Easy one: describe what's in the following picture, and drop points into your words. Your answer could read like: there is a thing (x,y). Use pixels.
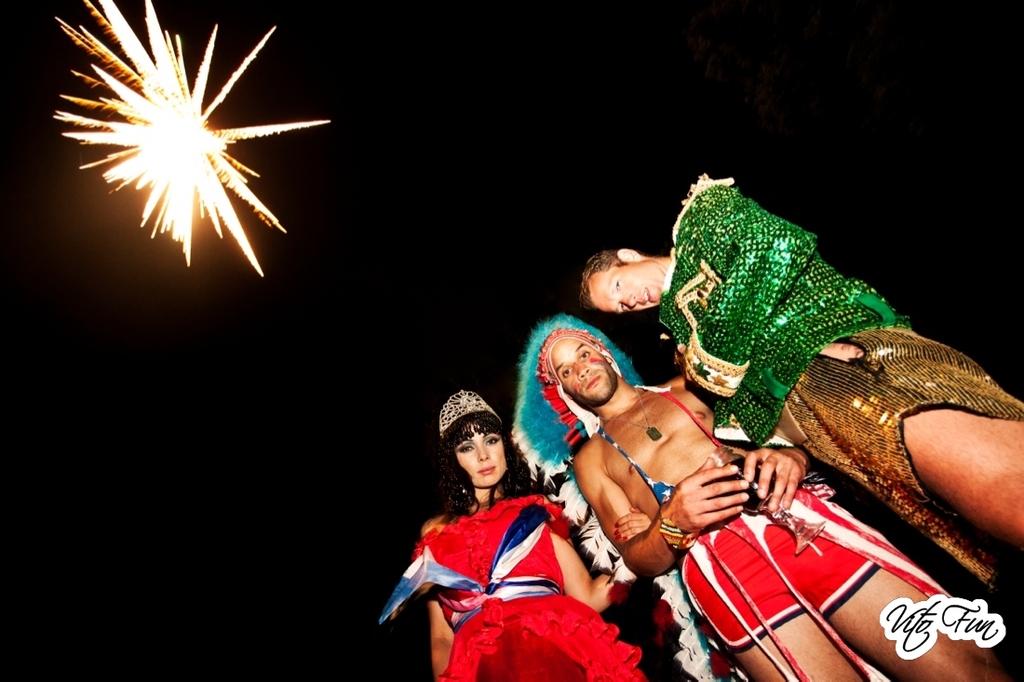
On the right side of the image (901,497), we can see three people (974,478) are standing and watching. Here a person (660,414) is holding an object (802,520). Background (967,71) we can see dark view. Left side (189,148) top of the image (189,165), we can see sparkling (182,165) of fireworks (172,143). On the right side (928,610) bottom corner, there is a watermark (929,627) in the image.
